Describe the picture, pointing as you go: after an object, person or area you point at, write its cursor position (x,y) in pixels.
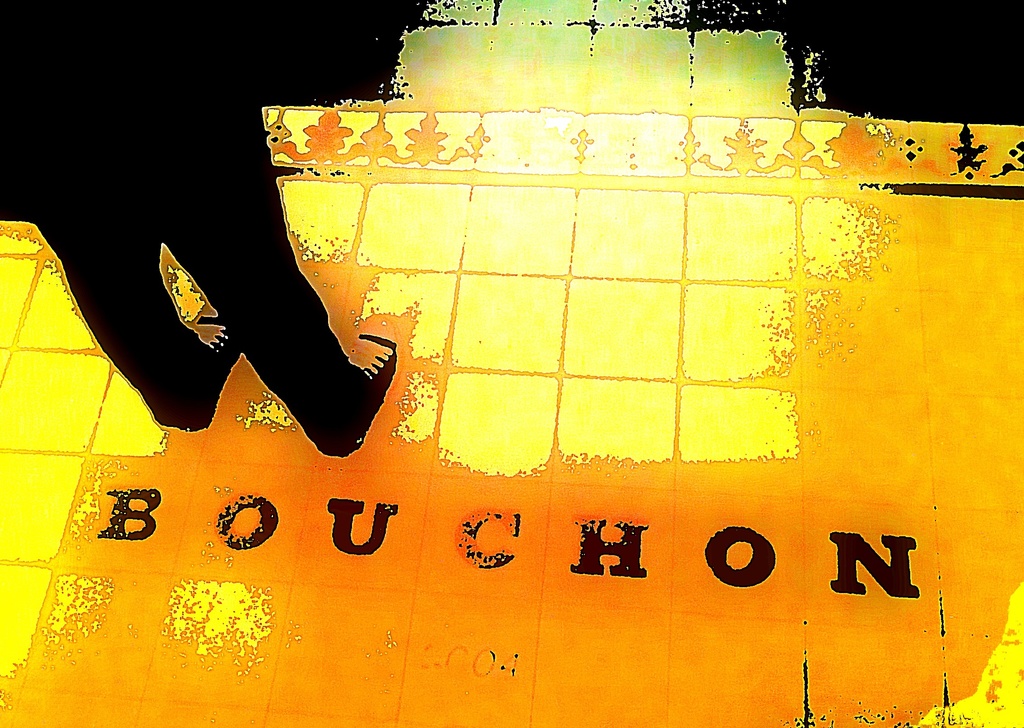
This image is an edited image. On the left side of the image (97,264) we can see a person's legs (90,235). At the bottom (776,562) there is a floor (734,494) and we can see text (762,558).
